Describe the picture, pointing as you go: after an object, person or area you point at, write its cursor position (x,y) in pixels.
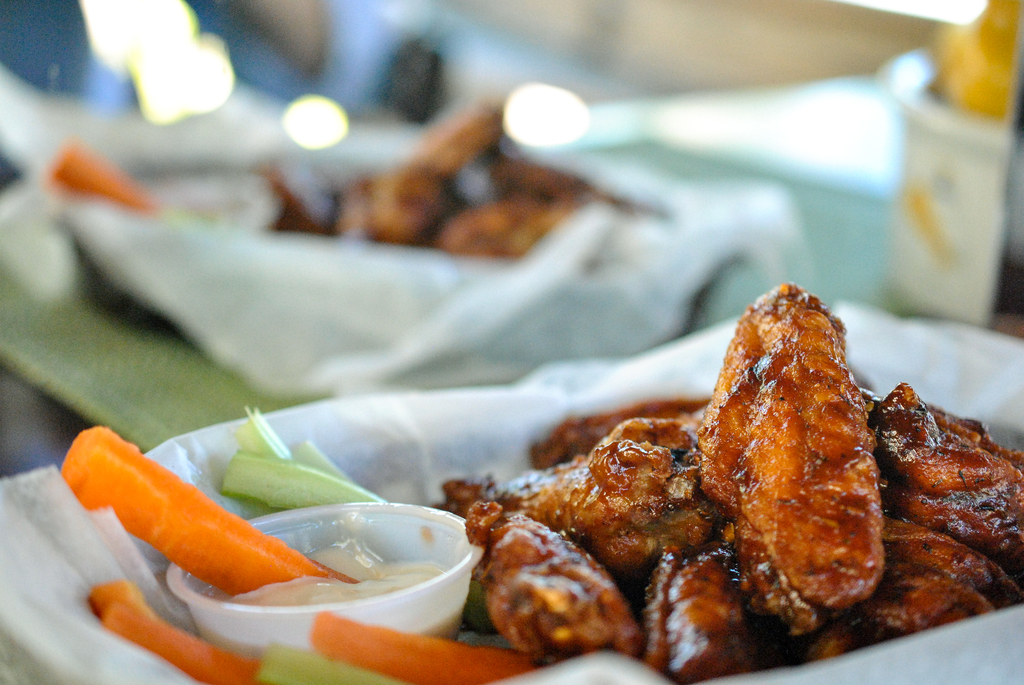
In the foreground of the image (488,524) we can see a plate (892,668) in which some food items (614,536) are there. In the background of the image (268,299) we can see a bowl (211,252) in which food item (281,222) is there but it is in a blur.
